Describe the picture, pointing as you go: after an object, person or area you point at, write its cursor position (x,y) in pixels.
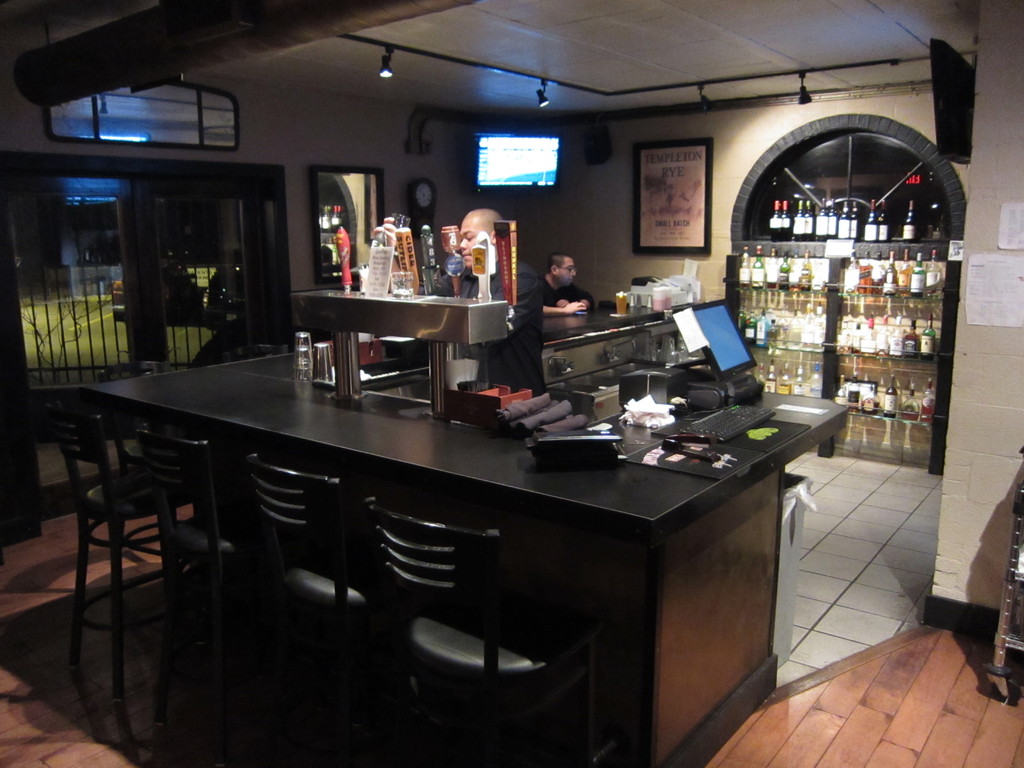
The image is taken in a bar (216,408). In the center of the picture (620,508) there are chairs (550,636), desk (752,546), bottles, clothes (531,352), menu card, desktop (734,341), glasses (664,289), people (522,299) and other objects (507,250). In the background (905,284) there are bottles (813,235), frame (649,184), television (539,153), lights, mirror (374,186) and various objects (621,347). On the left (133,266) there is door (135,264), outside the door (145,291) It is looking like it is road (52,307). On the right (1000,331) it is wall (978,564).
